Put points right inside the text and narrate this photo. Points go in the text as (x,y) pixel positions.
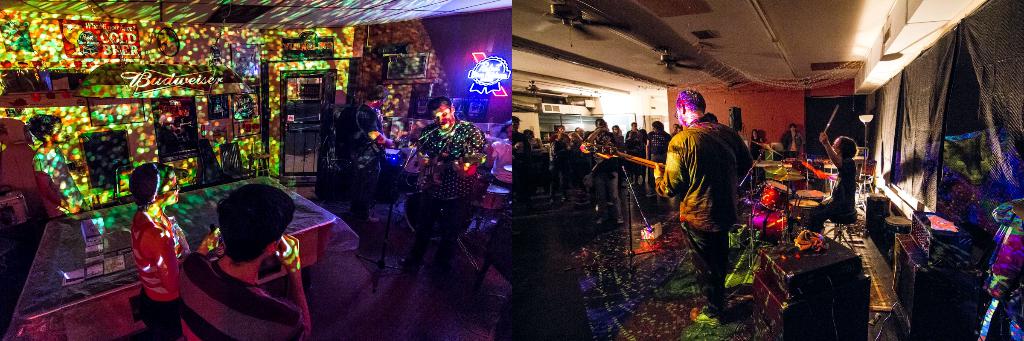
This picture shows the inner view of a building (553,37). So many different objects (690,64) attached to the ceiling (702,52), some text (493,82) on the wall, the wall (60,20) is decorated with so many objects (394,62) and posters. There are so many people (709,141) standing and holding some objects (421,156). Some people (462,147) are playing musical instruments (767,180) and one person (843,180) is sitting in a chair (845,222). There is one table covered with cloth (22,318), one stool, some objects (89,271) are on the table (77,251) and one door (286,131) with one small board (305,56) attached to it. So many different kinds of objects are on the surface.
